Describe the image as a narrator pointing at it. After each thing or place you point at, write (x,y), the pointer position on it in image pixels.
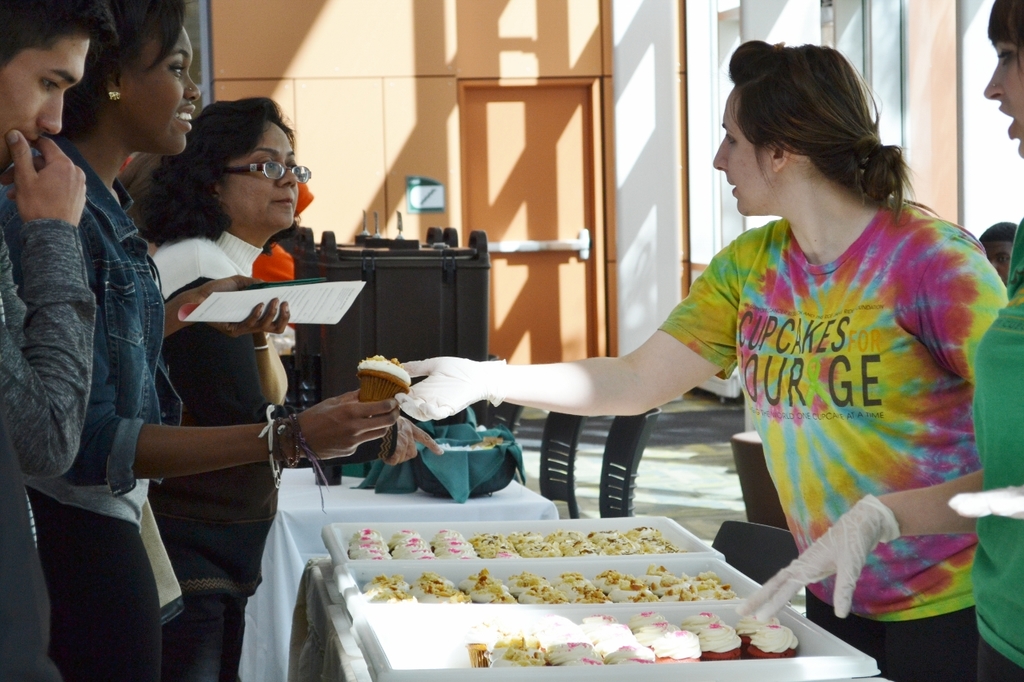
There are two ladies (926,390) standing in the right corner (947,384) and there are three other persons (215,227) standing in front of them and there are few eatables (579,572) placed on a table (546,517) in front of them.
